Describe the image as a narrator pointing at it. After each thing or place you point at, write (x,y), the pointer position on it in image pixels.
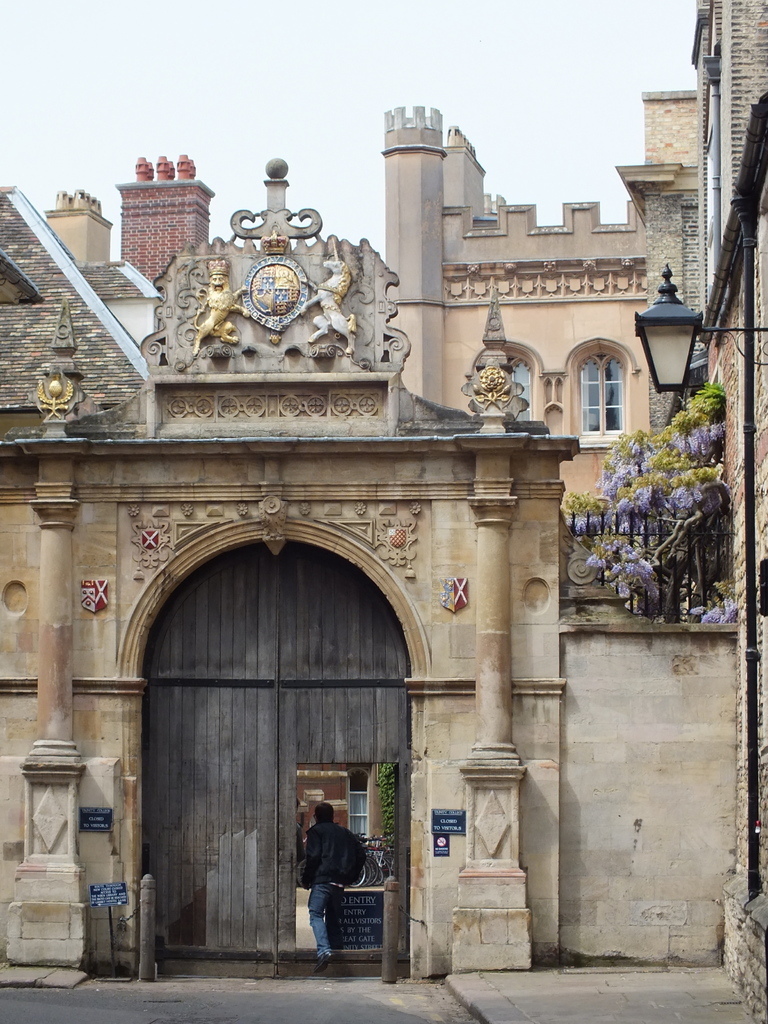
In this picture we can see the building (295,753), one person (310,831) is wearing a bag (334,879) and entering into the building (401,877).
